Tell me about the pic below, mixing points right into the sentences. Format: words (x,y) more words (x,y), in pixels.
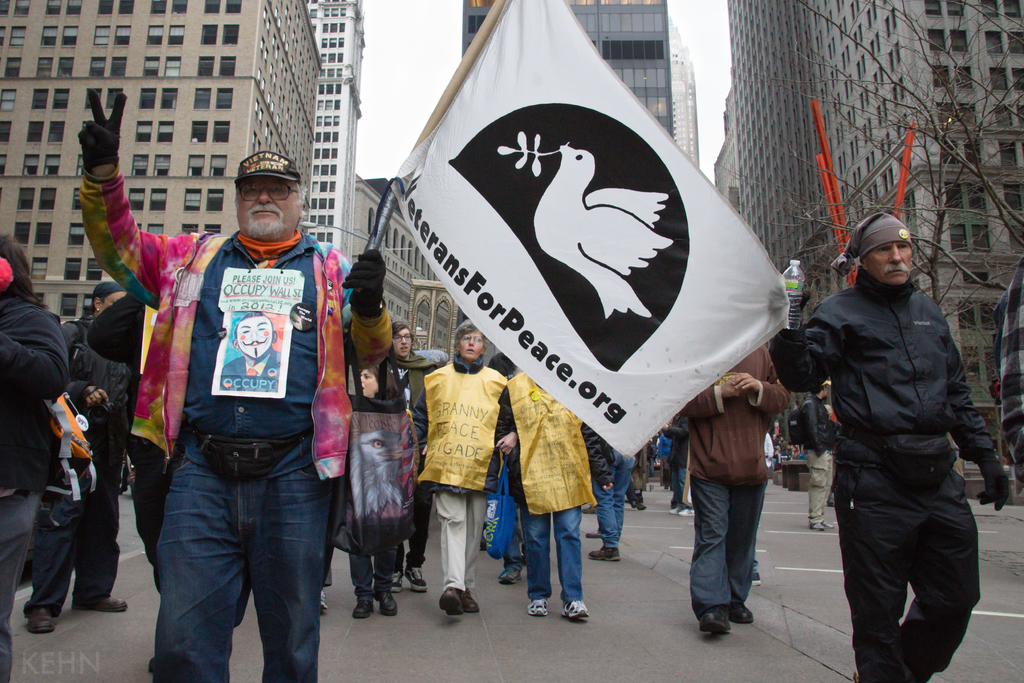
This image is taken outdoors. At the top of the image (413,51) there is the sky (438,90). At the bottom of the image (608,653) there is a road (465,656). In the background (309,155) there are many buildings (345,189). In the middle of the image (374,379) many people (104,437) are walking on the road (378,627). Two men (344,298) are holding a flag (664,319) with a text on it. On the right side of the image (955,181) there is a tree (944,137).
